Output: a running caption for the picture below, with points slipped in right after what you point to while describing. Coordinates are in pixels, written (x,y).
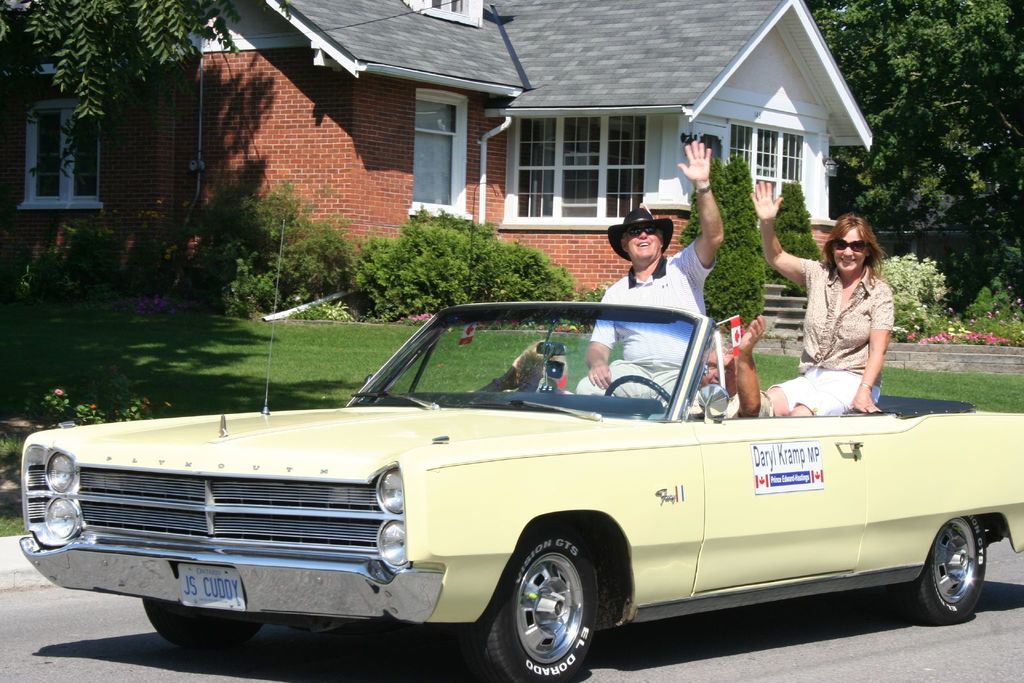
This is a car (857,539) on the road (1023,581). Three people (885,330) are sitting inside the car (640,315). In the background (494,186) there is a house (569,152) and trees (966,178).
